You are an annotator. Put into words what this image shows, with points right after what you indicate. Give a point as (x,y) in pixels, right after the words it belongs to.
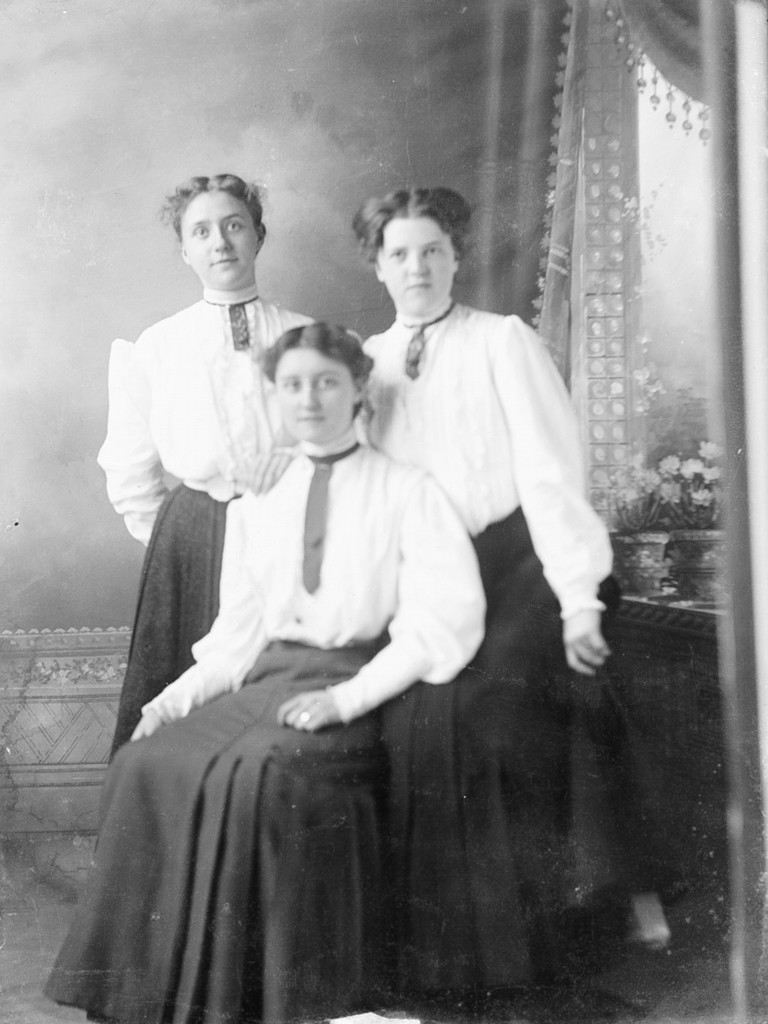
In this image I can see three persons (570,733). In front (285,802) the person (356,688) is sitting, background I can see few flower pots (687,548) and I can see few curtains (550,159) and the image is black and white.
